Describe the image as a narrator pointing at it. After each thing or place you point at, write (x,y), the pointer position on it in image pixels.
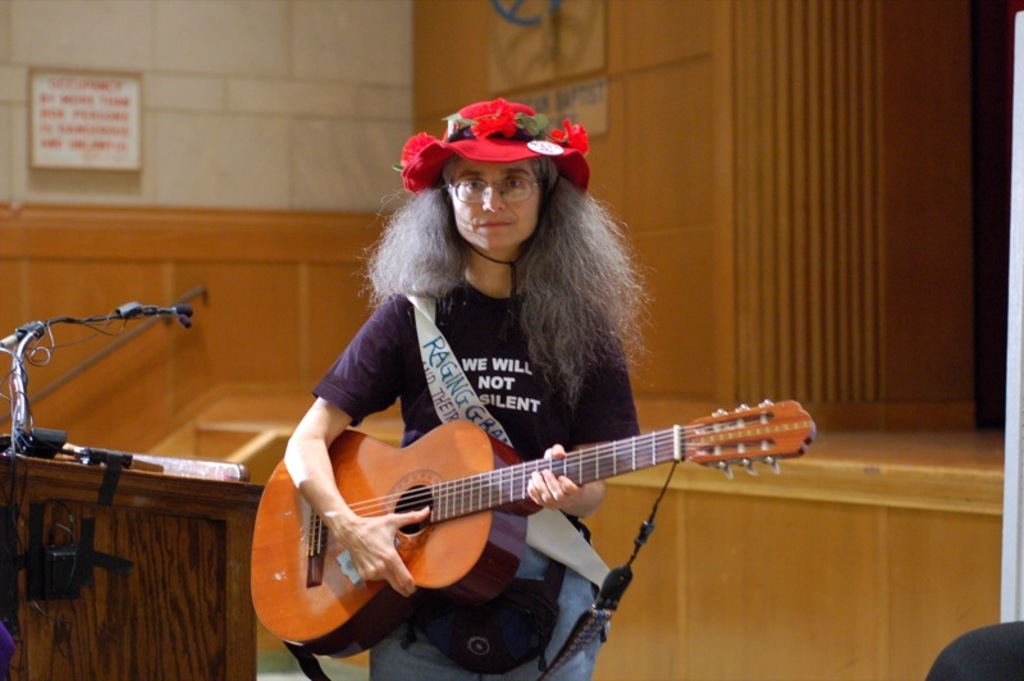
In this picture we see a woman (627,292) standing and playing a guitar (765,415) and we see a podium (207,489) with a microphone (40,320).
